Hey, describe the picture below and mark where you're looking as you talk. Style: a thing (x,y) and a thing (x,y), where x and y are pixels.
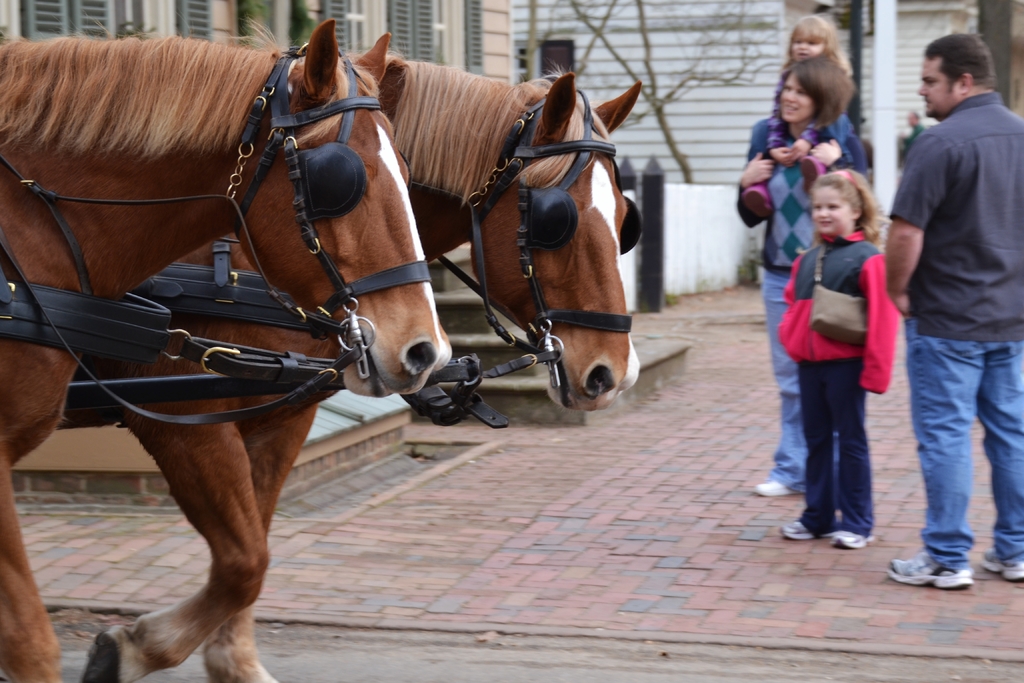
In this picture there are two horses (290,218) which has few belts (262,289) attached to it in the left corner (215,241) and there are few people (871,252) standing in the right corner (842,251) and there are buildings (576,57) in the background (491,65).
